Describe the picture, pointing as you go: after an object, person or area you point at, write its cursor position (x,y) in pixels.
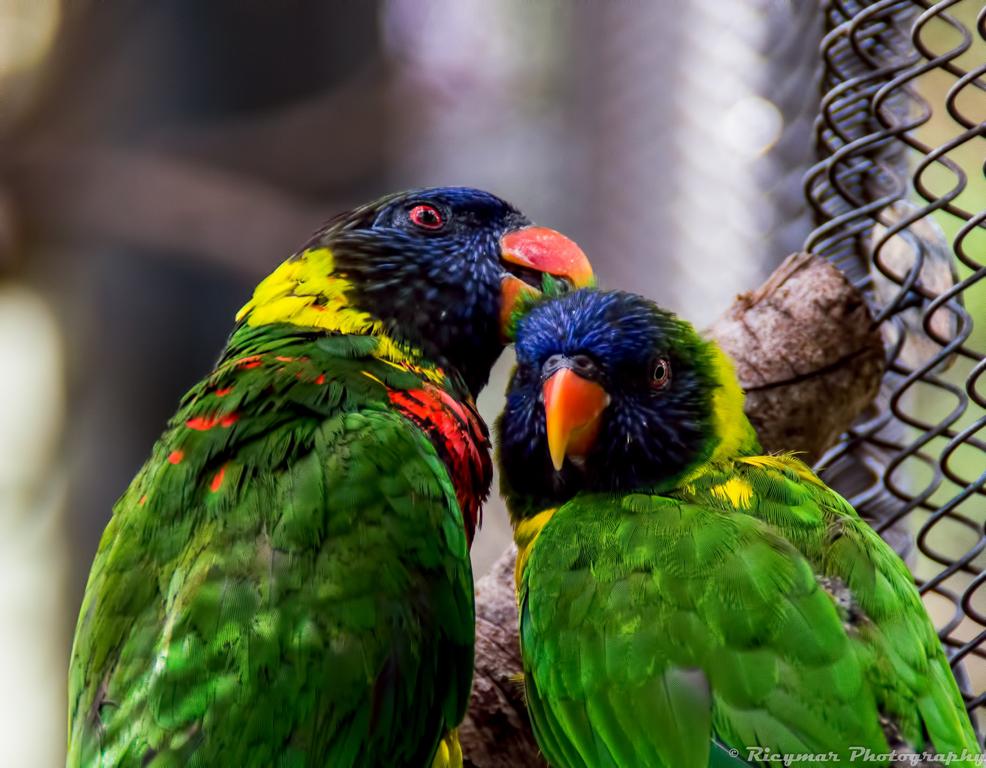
In this image we can see parrots (237,714). On the right side of the image (855,475) we can see grill (826,147).
